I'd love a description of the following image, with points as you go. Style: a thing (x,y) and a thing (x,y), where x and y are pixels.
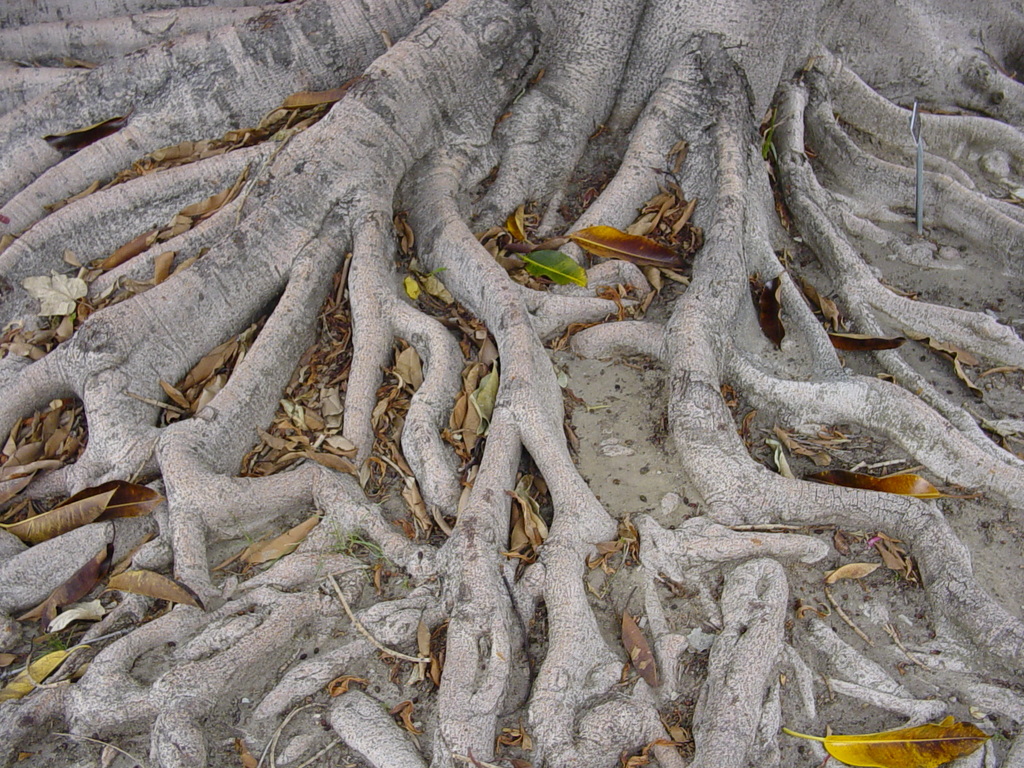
In this image there are roots (497,461) of a tree (602,101) and there are dry leaves (391,404) on the surface (377,602).
